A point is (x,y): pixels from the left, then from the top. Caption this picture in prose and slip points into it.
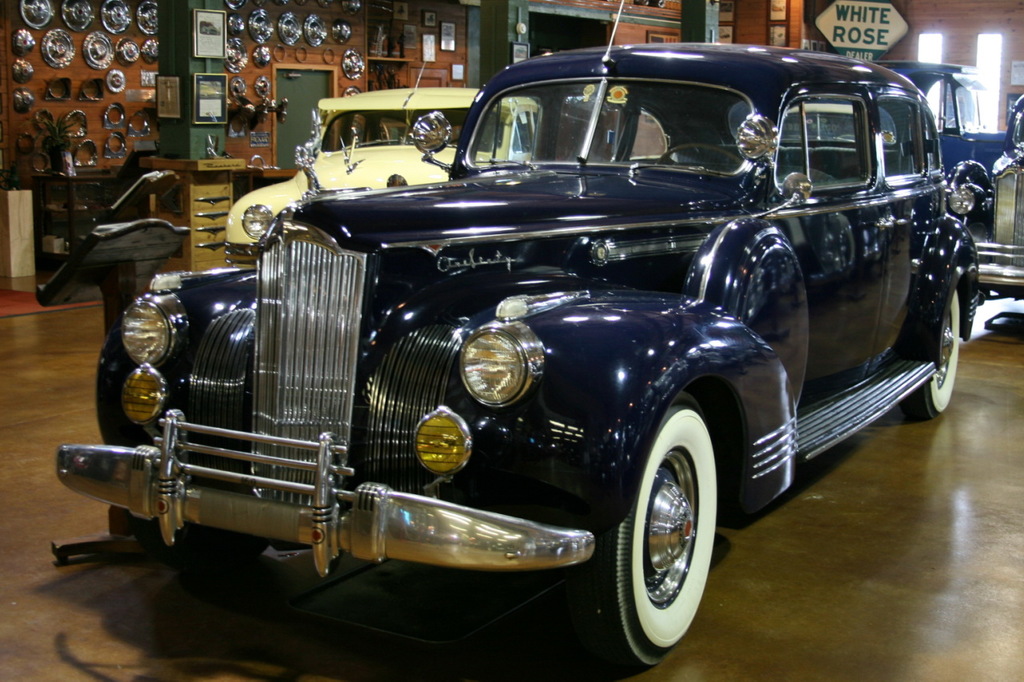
In this image in the foreground (767,119) there are some vehicles (689,125), and in the background (66,83) there are pillars (192,75), photo frames (219,118), metal objects (70,51), table (61,246), wall (465,50), board (871,31), windows (1001,46) and some other objects (55,209). At the bottom (828,570) there is floor (842,544).
